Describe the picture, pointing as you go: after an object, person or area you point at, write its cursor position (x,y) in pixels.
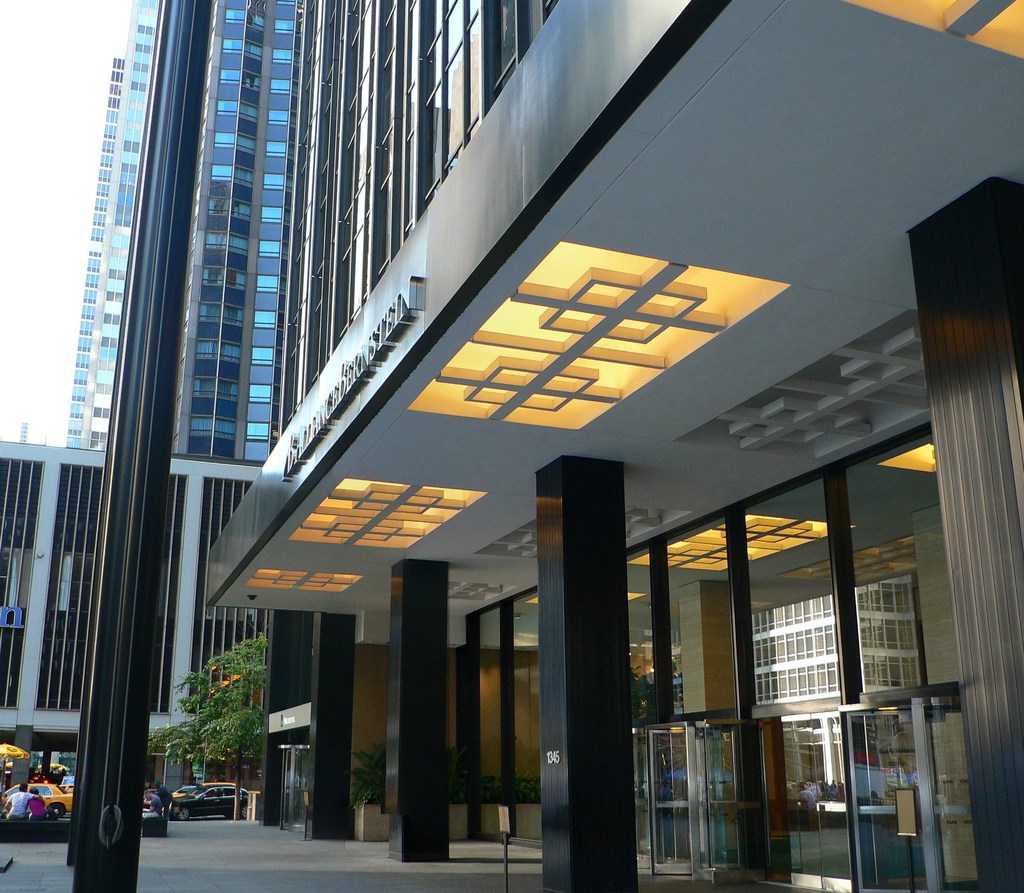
There is a building (571,338) in the right corner (745,230) and there are few people (150,806) and vehicles (65,785) in the left corner (21,792).
